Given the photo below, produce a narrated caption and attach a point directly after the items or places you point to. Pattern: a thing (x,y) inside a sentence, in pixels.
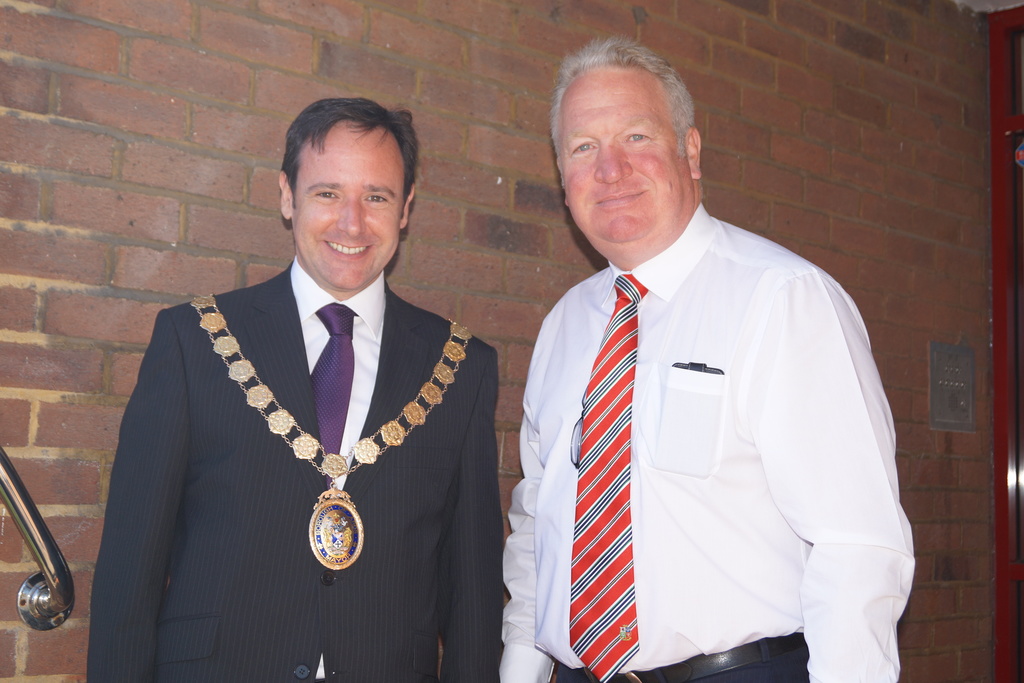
In the image i can see the two persons (698,242) standing and smiling and in the background (430,171) i can see the wall (824,118) made up of bricks (454,162).
